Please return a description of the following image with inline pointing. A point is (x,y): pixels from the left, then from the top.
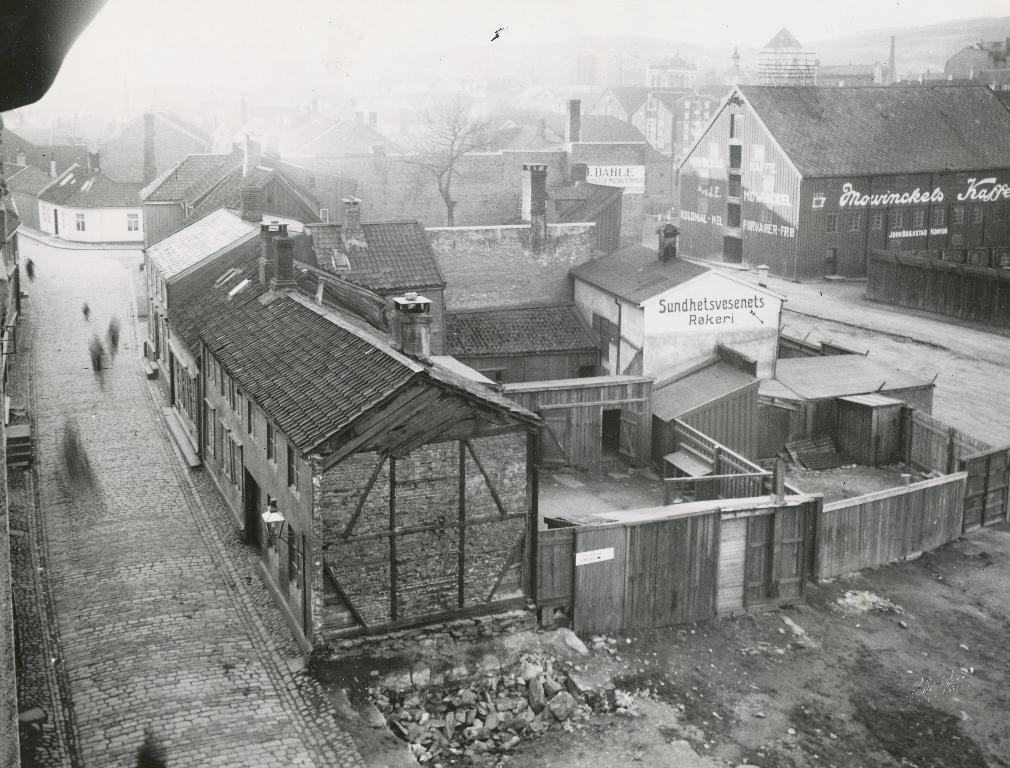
This is a black and white picture. Here we can see houses (366,548), boards (594,172), and trees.
